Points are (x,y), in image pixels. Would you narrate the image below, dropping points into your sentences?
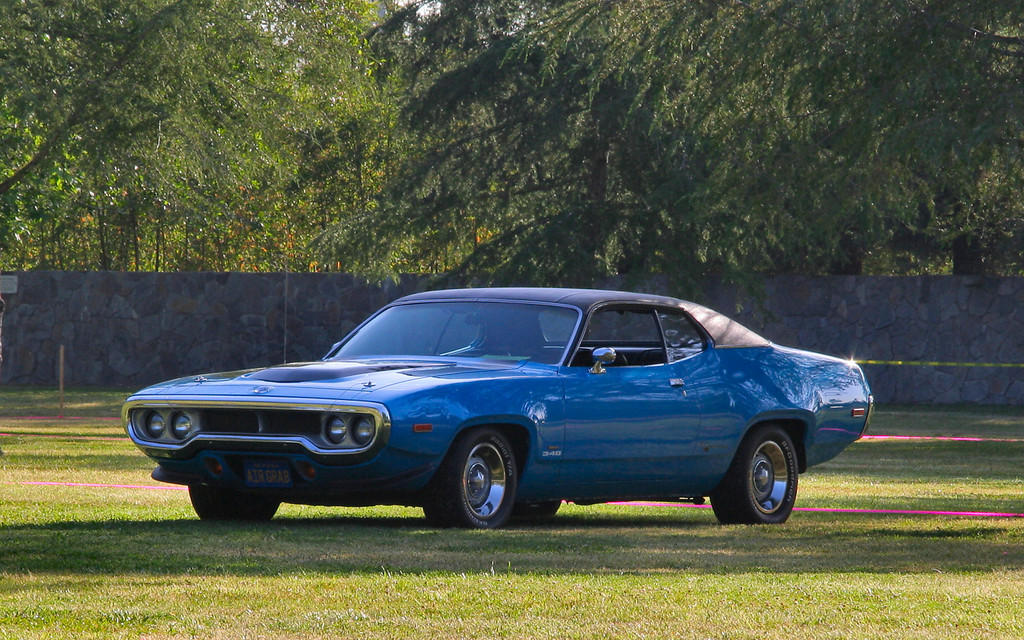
In the center of the image (600,404) there is a blue color car (540,431) on the grass (558,526). In the background of the image (645,259) there are trees (523,129). There is a wall (242,299).
